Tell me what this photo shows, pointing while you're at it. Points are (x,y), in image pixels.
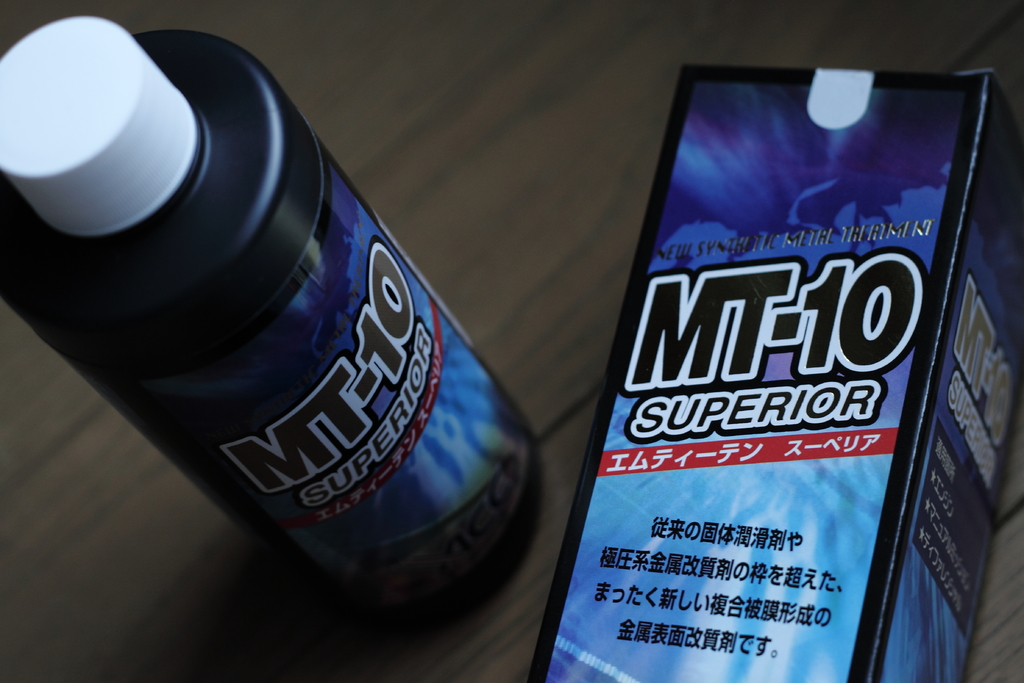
there is a black bottle (417,485) and a box (764,494) on which MT-10 superior is written.
